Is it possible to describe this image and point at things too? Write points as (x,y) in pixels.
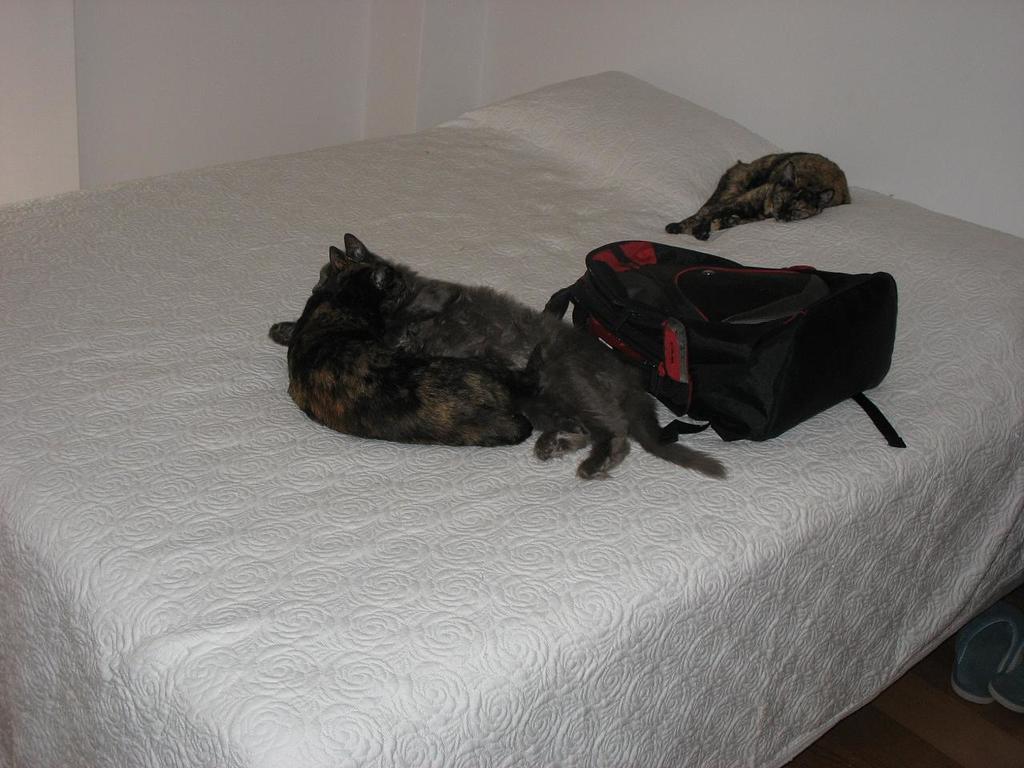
There are three cats (456,312) and a black bag (737,306) on a white bed (552,503).
